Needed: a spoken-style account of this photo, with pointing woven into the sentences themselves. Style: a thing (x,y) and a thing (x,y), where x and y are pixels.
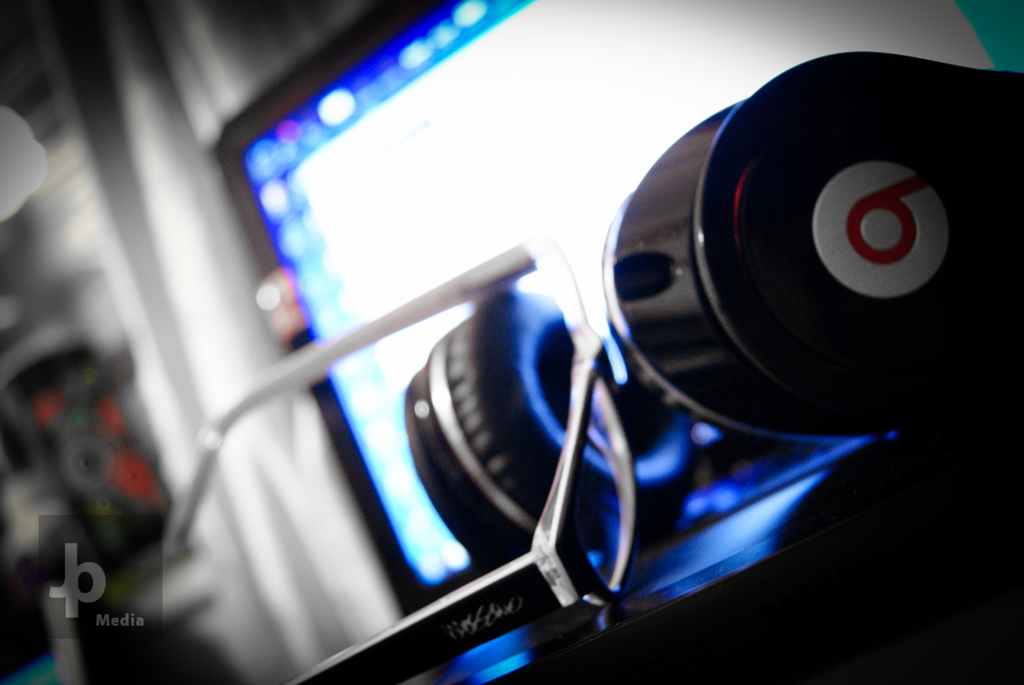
In this picture we can see a spectacles (597,346), headphones (566,362) and a laptop (631,605). Behind the laptop (370,257) there is the blurred background (65,79). On the image there is a watermark (71,570).
